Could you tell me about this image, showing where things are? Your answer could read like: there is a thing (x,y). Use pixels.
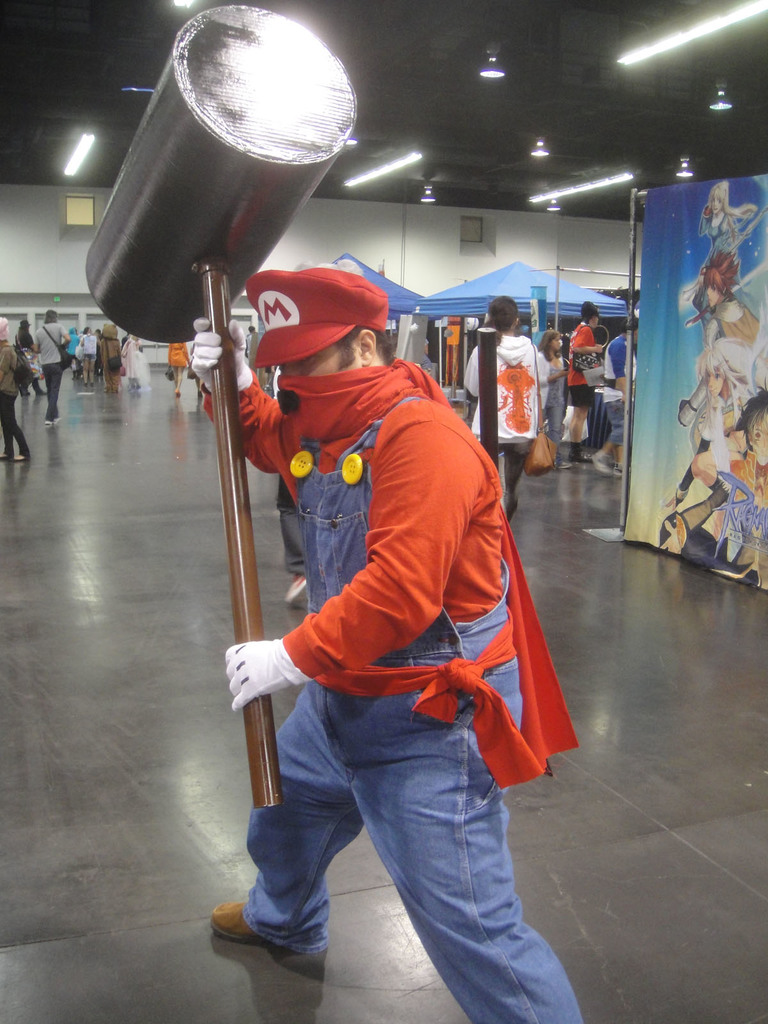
In this picture there is a person (346,576) holding a giant hammer (228,42). He is wearing an orange t shirt (416,454) and blue jeans (446,810). Towards the right (718,420), there is a banner (652,344) with pictures (724,206). In the background (621,444) there are people (529,417). On the top (449,118), there is a ceiling (543,100) with lights (432,187).
